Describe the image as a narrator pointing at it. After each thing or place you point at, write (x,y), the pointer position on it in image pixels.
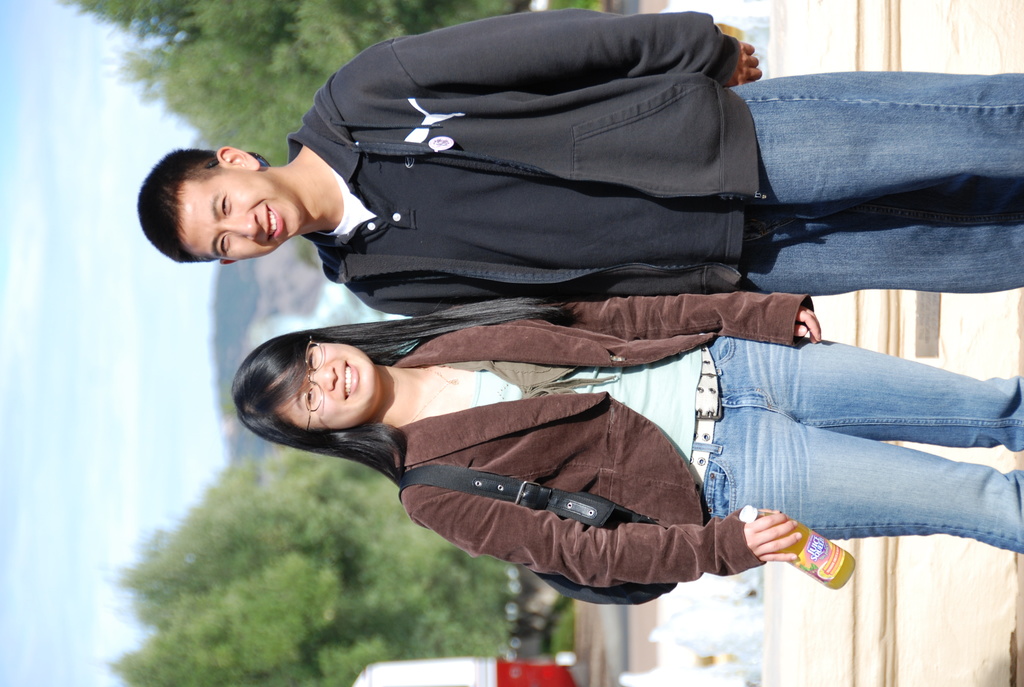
In this image in front (292,368) there are two persons (391,395) wearing a smile on their faces (357,361). In the center of the image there is a vehicle (376,675) on the road (590,634). In the background of the image (288,536) there are trees (241,539), mountains (235,313) and sky (133,304).
